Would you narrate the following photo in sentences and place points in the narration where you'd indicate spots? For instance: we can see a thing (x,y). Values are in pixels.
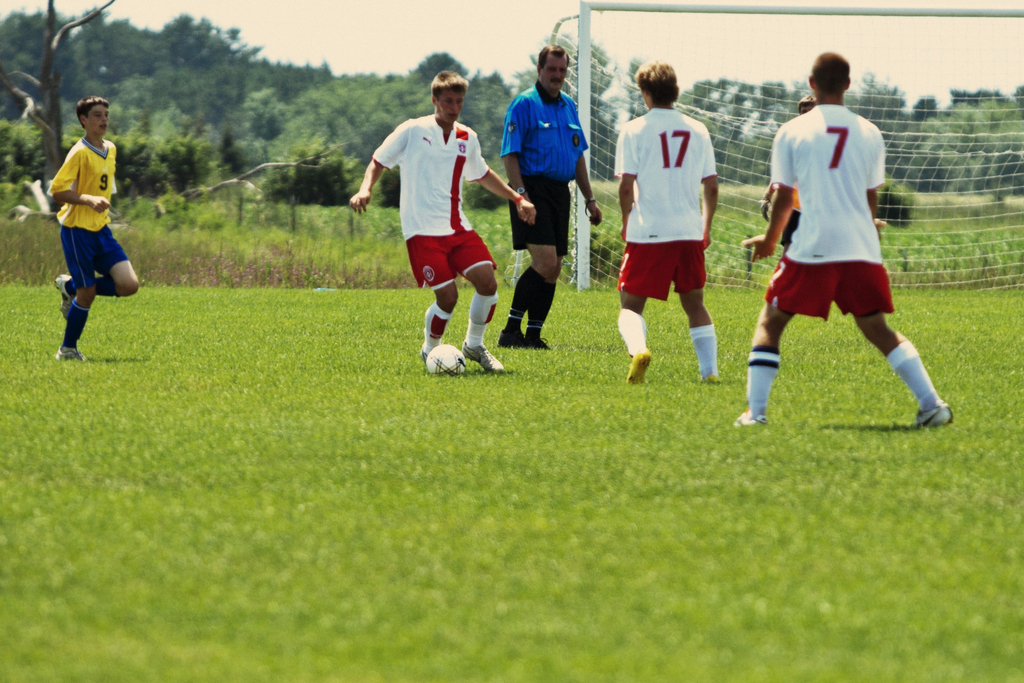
This is a picture taken in the outdoors. There are group of people (420,175) playing the football. Behind the people (645,197) there is a net (611,128) and trees (611,128).
